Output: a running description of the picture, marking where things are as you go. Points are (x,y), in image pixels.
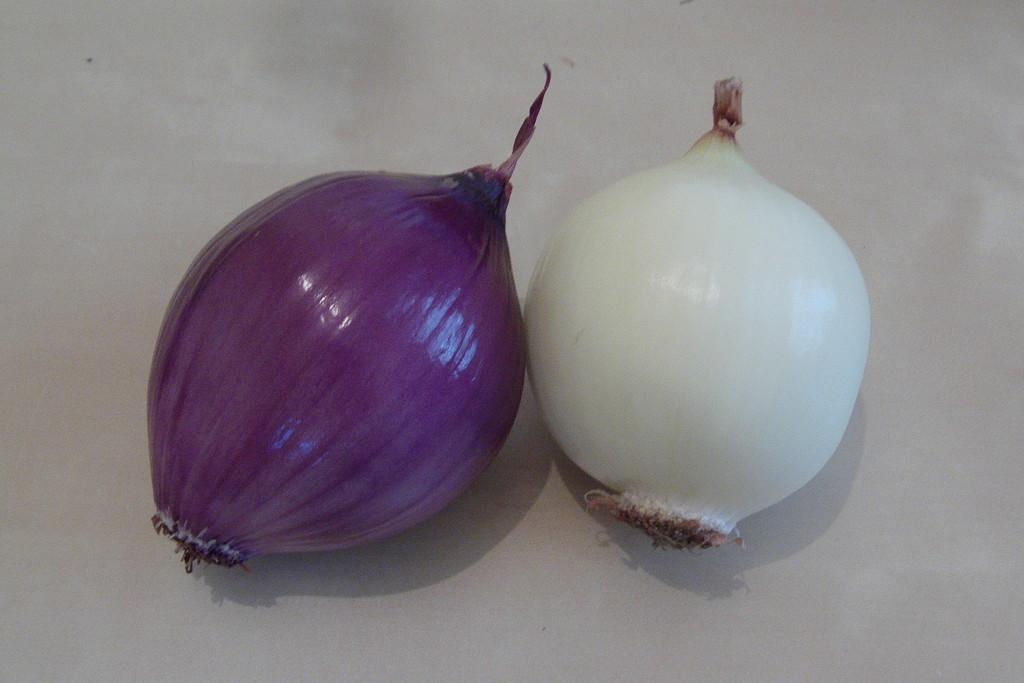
These are the two onions (547,350), this is in purple color and this is in white color.
